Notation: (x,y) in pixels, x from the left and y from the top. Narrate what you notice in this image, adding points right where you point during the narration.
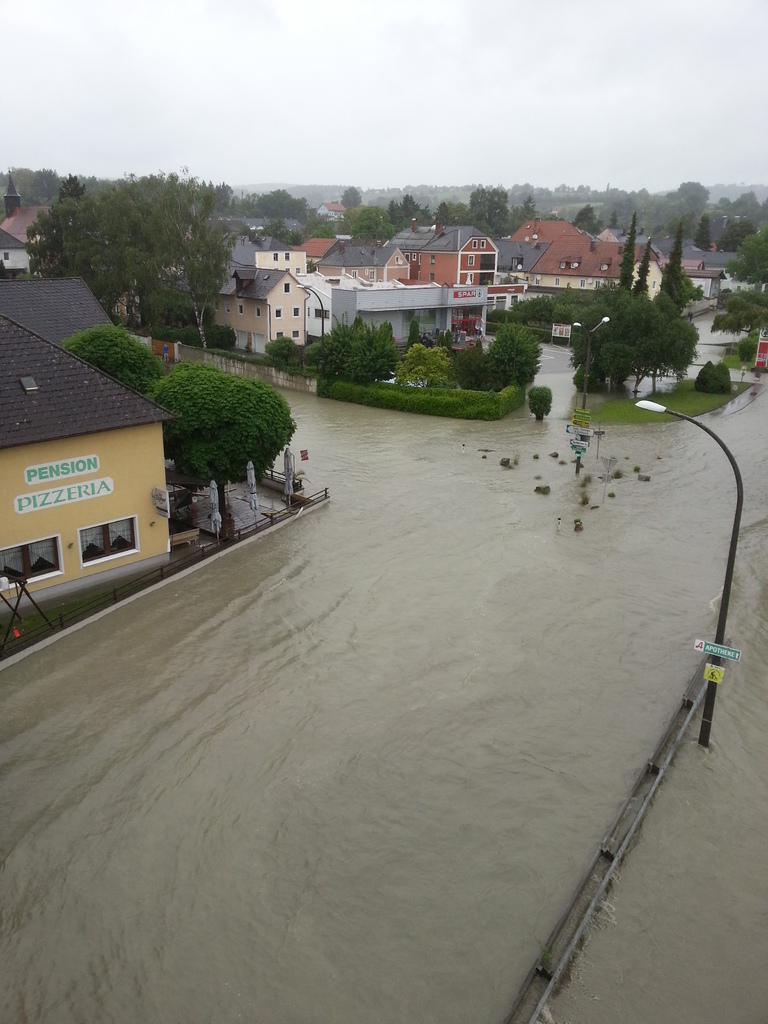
There is water (360,555) on the road (638,440) and ground (715,442). On the right side (707,685), there is a light (665,408) attached to the pole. In the background (162,200), there are plants (618,301), trees (646,269), buildings (366,269) which are having roofs (45,283) and there are clouds (305,101) in the sky (265,41).
